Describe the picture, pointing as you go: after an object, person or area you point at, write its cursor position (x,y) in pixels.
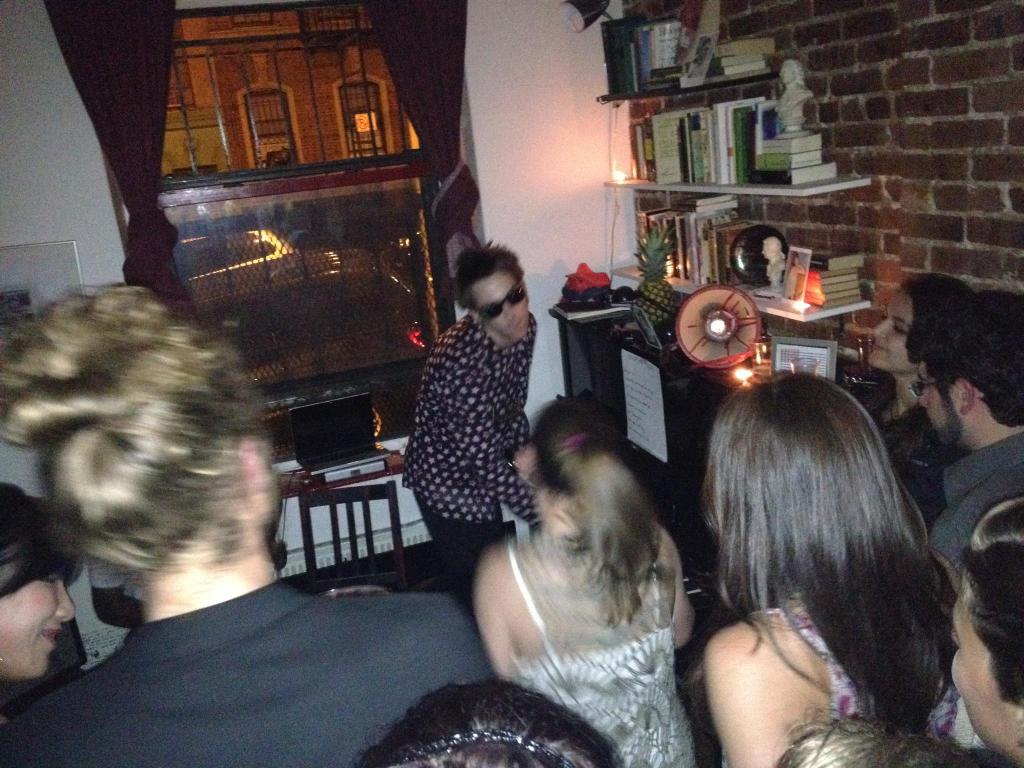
In this image there are people (513,623) standing. In front of them there is a wall (43,147). There is a window (305,231) to the wall (551,144). In front of the window (448,303) there is a laptop (328,438) on a stool (339,482). Beside the window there is a wooden cabinet (671,399). There are fruits (653,291), picture frames (807,350) and candles (741,378) on the cabinet (644,350). Above the cabinet (693,387) there are shelves (819,309). There are books (712,152), sculptures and frames (803,291) on the shelves (743,258). There are curtains (147,90) to the window (174,99). Outside the window (270,223) there are vehicles (240,271) moving on the road (288,309). Behind the vehicles (240,256) there is a building (235,105).
